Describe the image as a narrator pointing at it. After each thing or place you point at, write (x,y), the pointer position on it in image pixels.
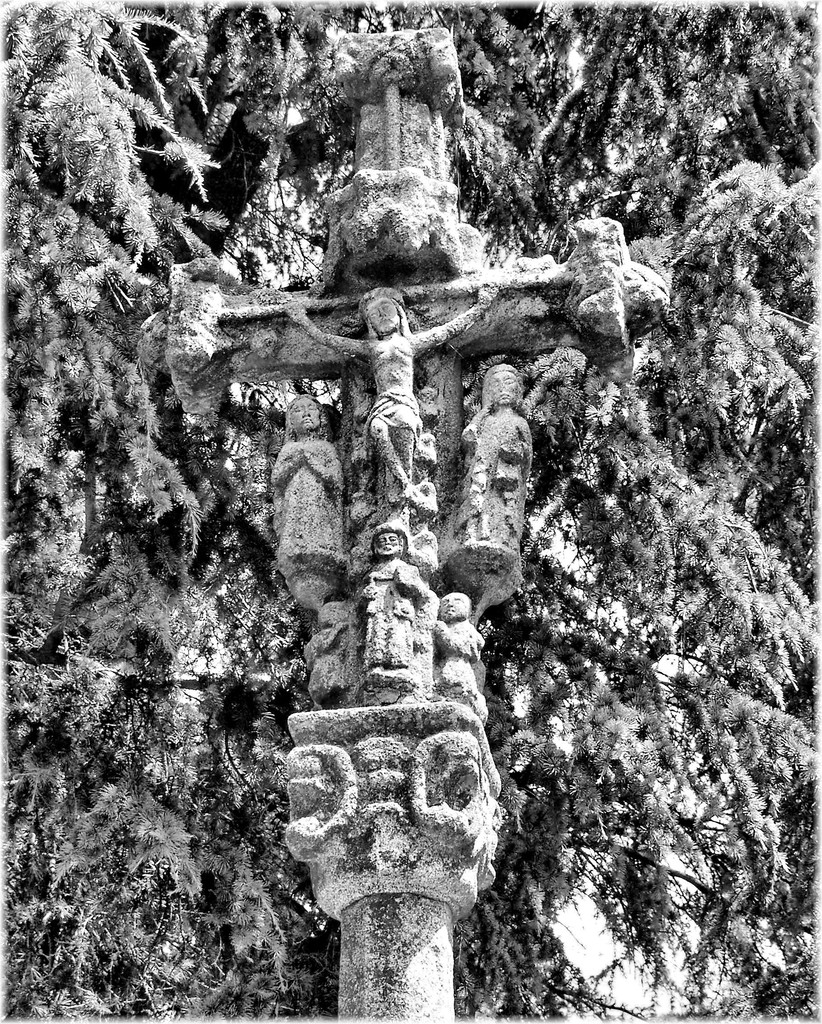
This is a black and white pic. We can see sculptures (319,335) on a cross symbol (408,703). In the background (284,172) there are trees (76,38).
